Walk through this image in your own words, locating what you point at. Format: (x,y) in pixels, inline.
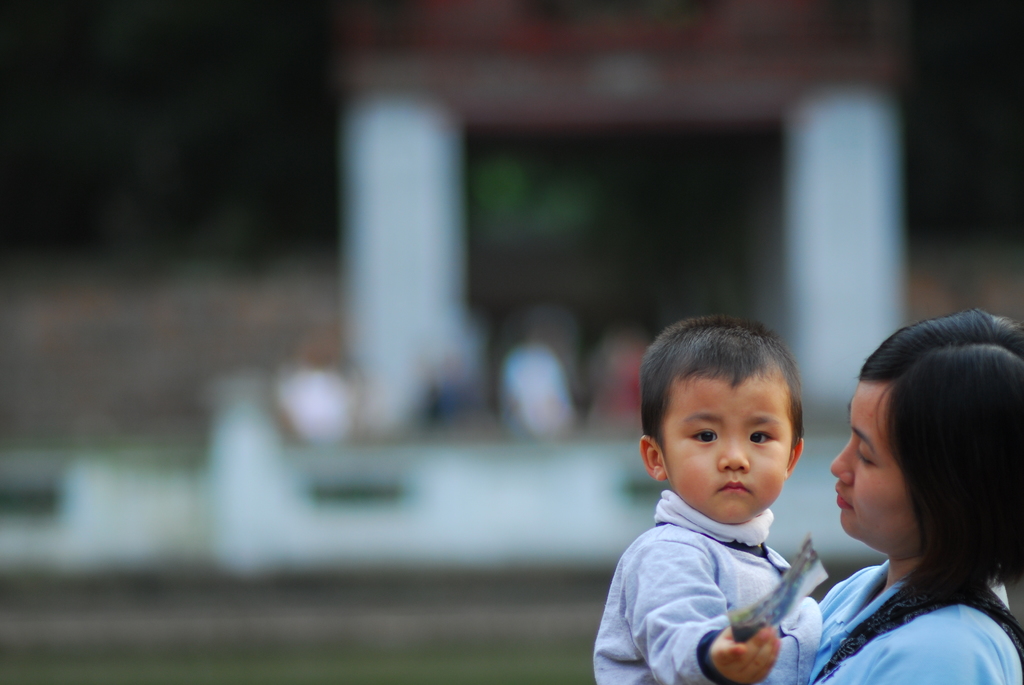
On the right (712,474) at the bottom corner (779,461) we can see a boy (779,655) holding an object (774,602) in his hand (734,650) and beside him there is a woman (881,634). In the background (451,231) the image is blur.
